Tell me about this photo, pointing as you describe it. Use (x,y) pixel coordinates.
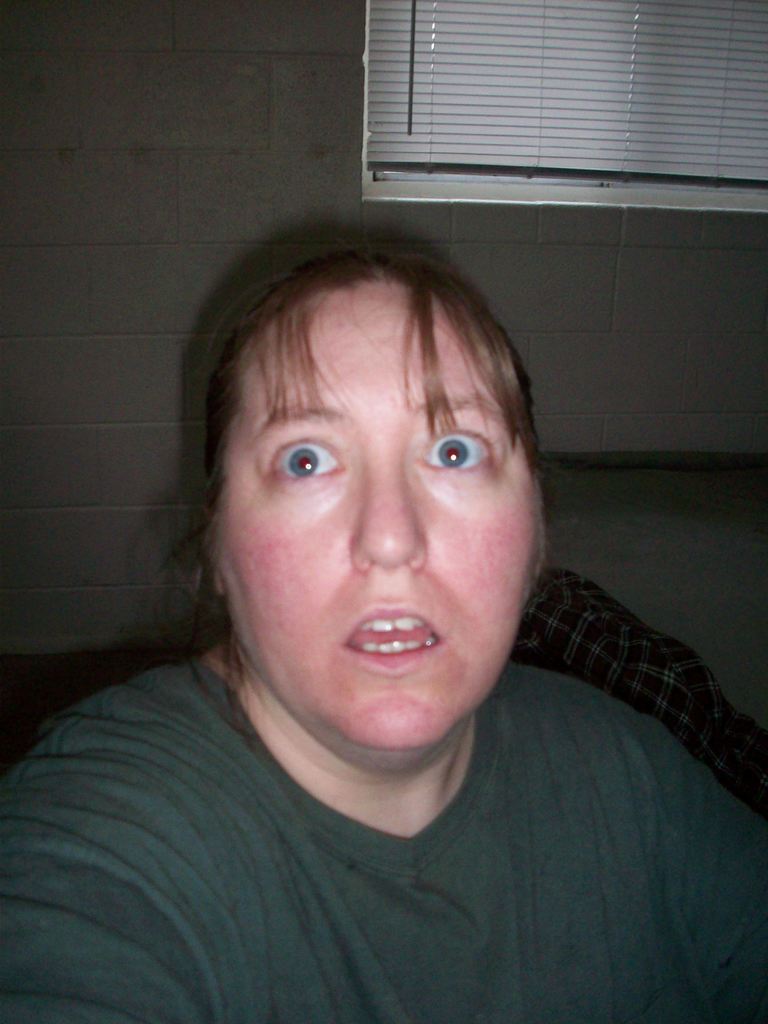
In this picture we can see a woman (336,597), behind her we can see a wall (323,251) and window blinds (577,110).
